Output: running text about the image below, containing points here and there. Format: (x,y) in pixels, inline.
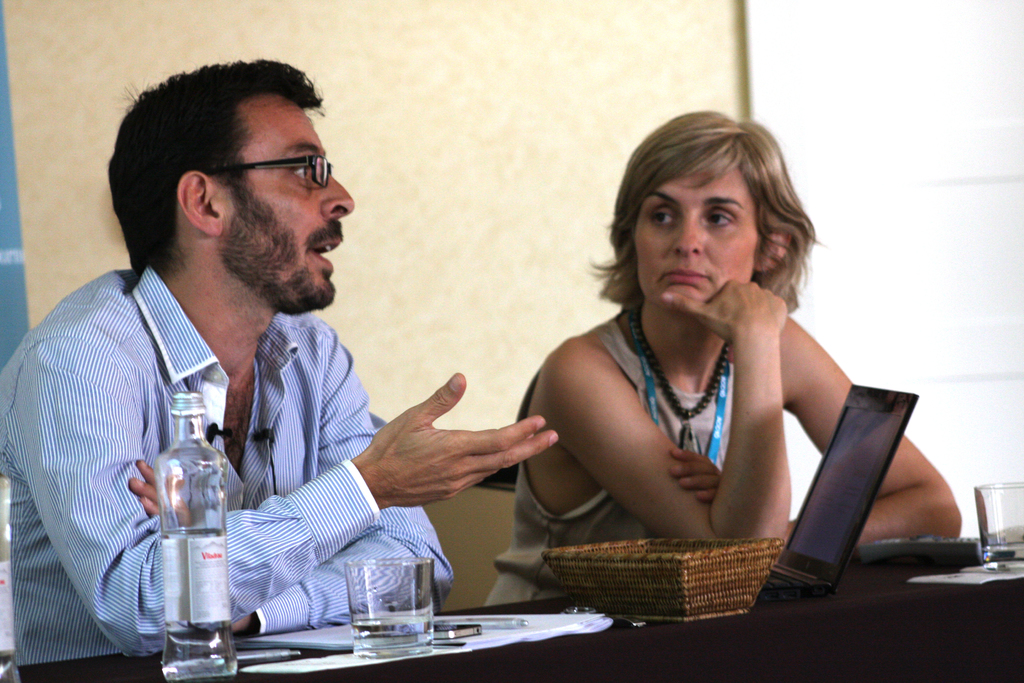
To the left side (78,429) there is a man (67,443) with blue lines shirt (308,498) is sitting and he is talking. Beside him there is a lady (673,443). She is sitting. In front of them there is a table (737,653) with black color cloth (829,639) on it. On the table (849,620) there is a laptop (813,572), basket (694,584), paper (472,645), pen (516,625), mobile (465,626), glass (381,630) and a bottle (163,521).
